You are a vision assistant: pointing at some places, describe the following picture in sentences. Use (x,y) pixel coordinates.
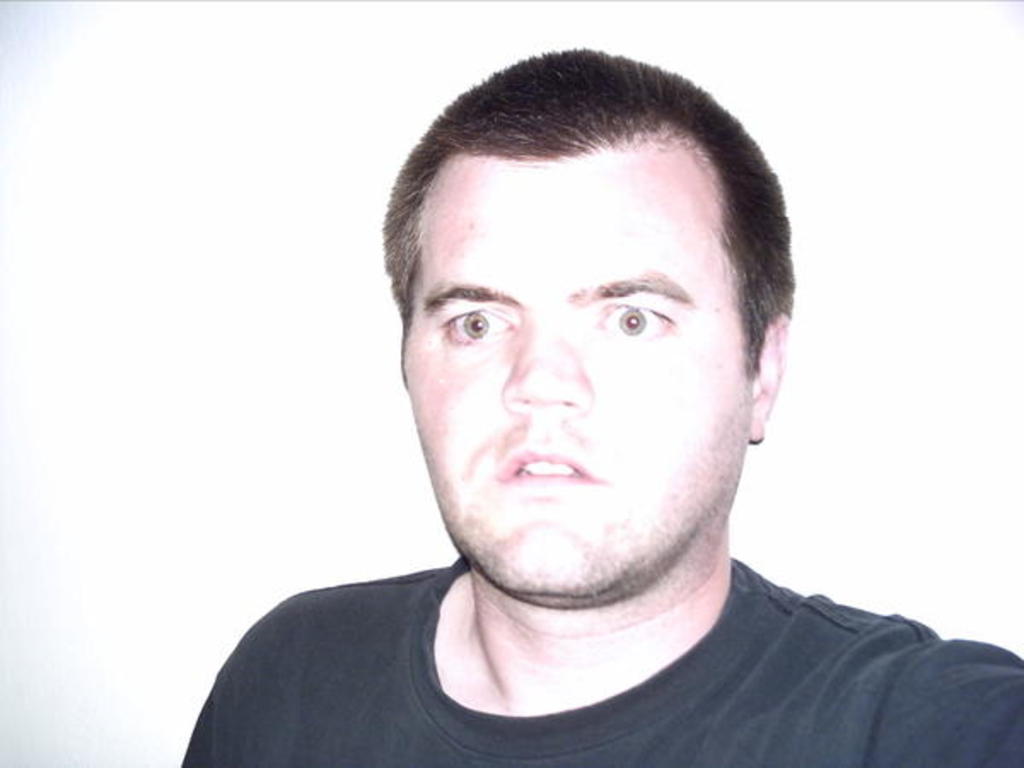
There is a man (426,328) wore black t shirt (752,716). In the background (844,328) it is white.
